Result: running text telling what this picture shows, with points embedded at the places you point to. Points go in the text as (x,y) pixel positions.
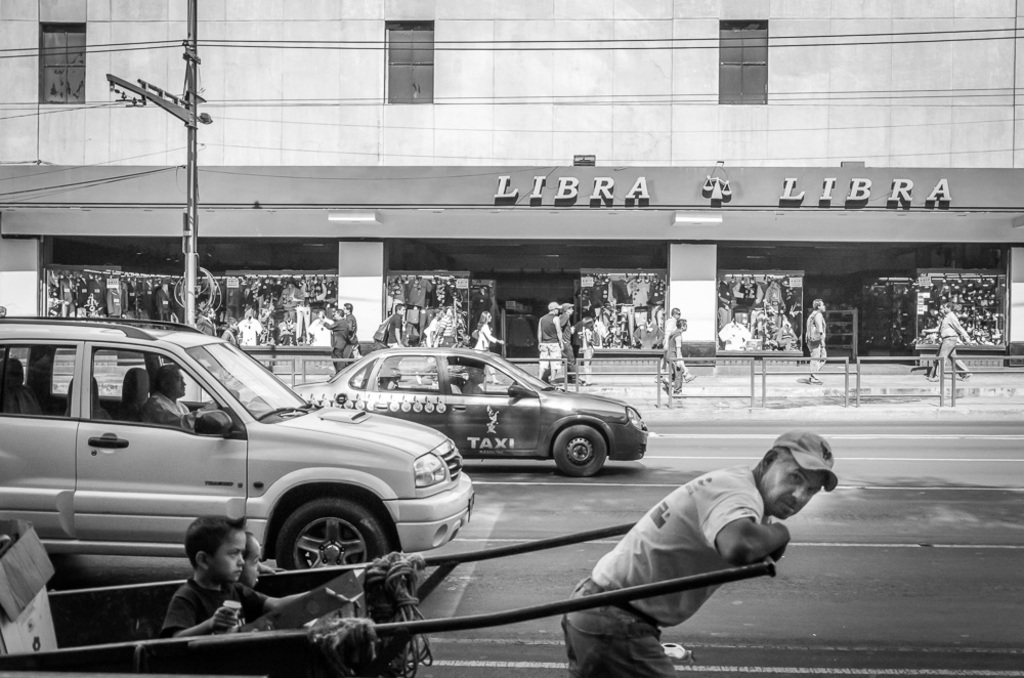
This is a black and white picture. This is a building (700,86) with windows (983,335). These are stores (384,301). Here we can see persons (967,335) walking on the road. We can see vehicles (392,431) and a man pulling a cart (260,635) with his hands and kids (204,563) are sitting in a cart (59,630).
